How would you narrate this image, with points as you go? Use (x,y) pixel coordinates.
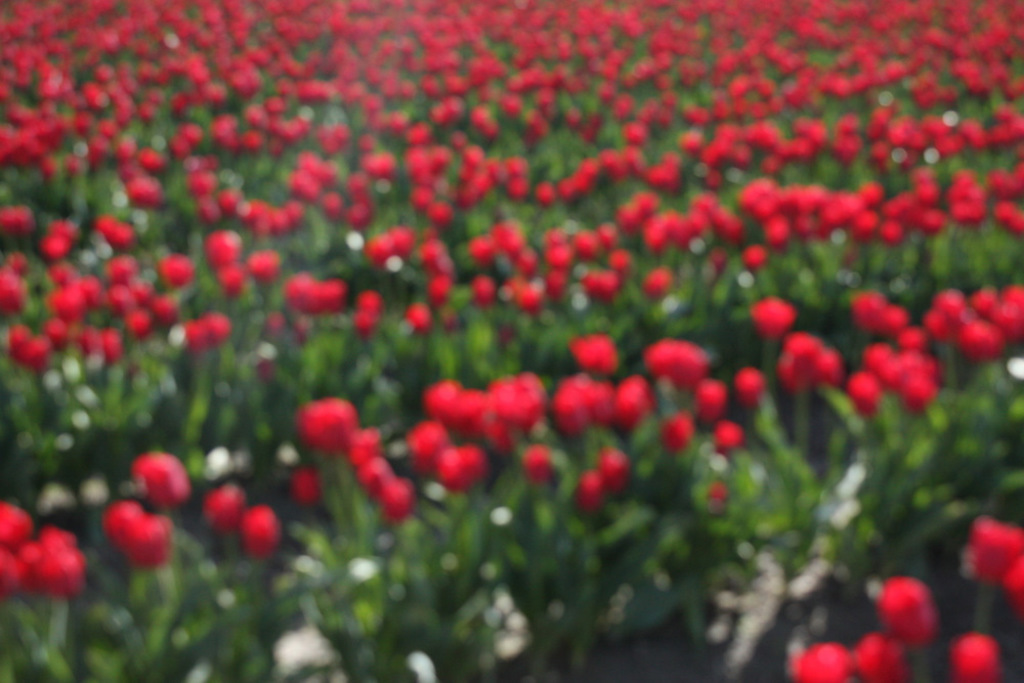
In this image we can see the red color flower plants (689,351).
